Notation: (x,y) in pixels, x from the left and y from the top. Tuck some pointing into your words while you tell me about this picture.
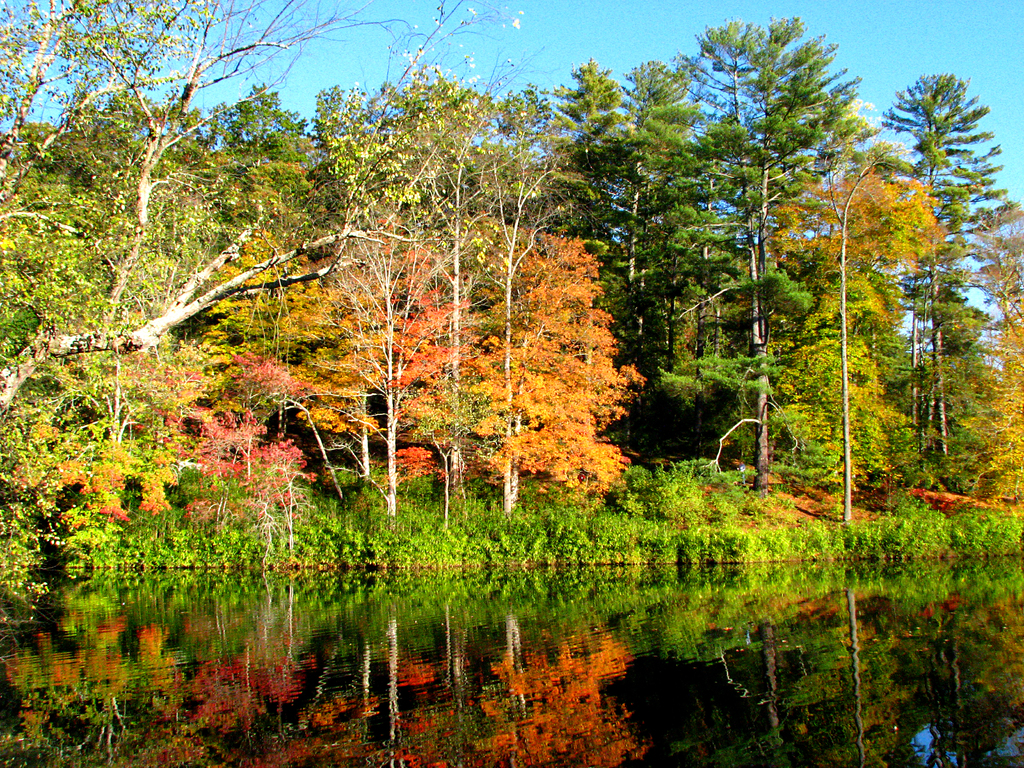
In this image we can see some trees (295,359), water (430,748) and the plants (540,535), in the water (428,652) we can see the reflection (436,701) of trees (512,182) and in the background (510,78) we can see the sky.
